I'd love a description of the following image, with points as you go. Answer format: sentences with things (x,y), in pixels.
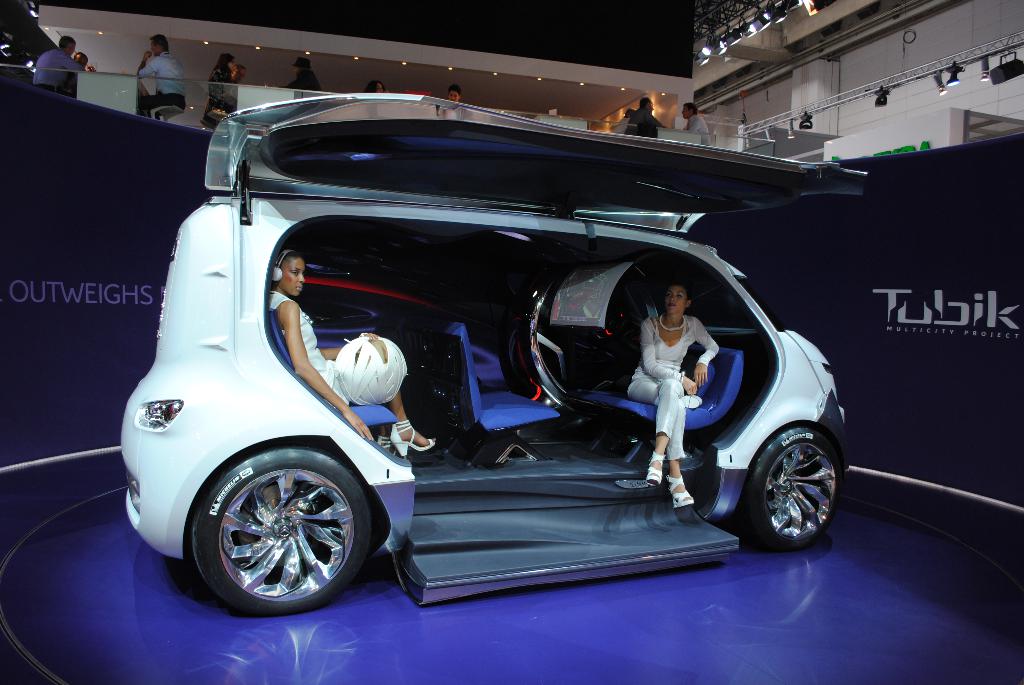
In this image there are two people (675,440) sitting inside the car (536,481). Behind them there are label banners (895,244). At the bottom of the image (745,627) there is a floor (816,582). There are people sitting on the chairs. In front of them there are tables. On top of the image (447,70) there are lights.
